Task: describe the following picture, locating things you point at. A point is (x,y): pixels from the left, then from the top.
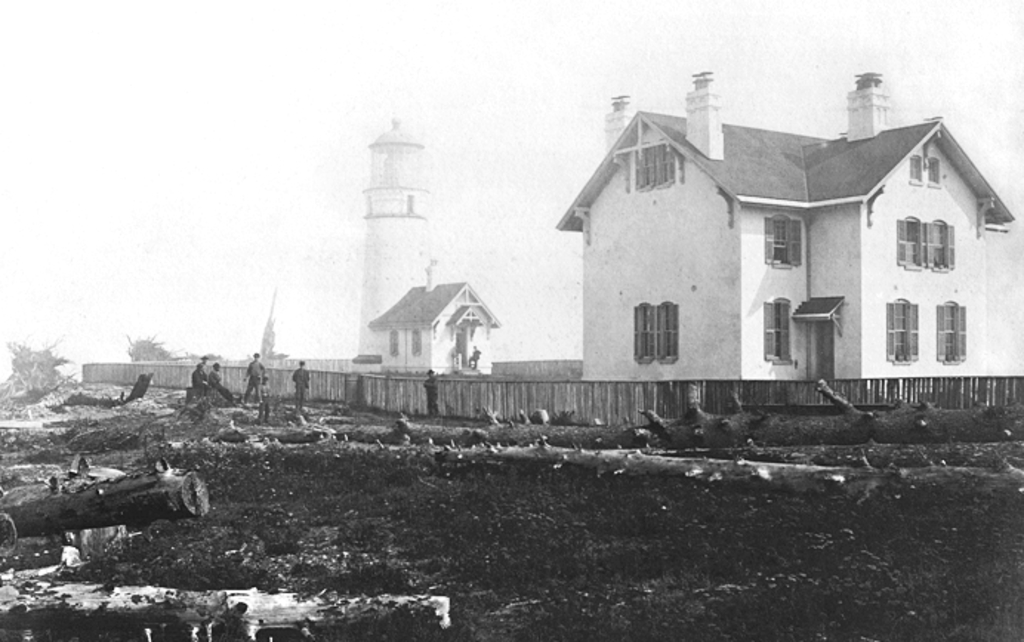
In this image there are wooden logs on the surface (523,516). On the backside of the image (651,276) there are buildings (574,205). In front of the building (442,347) there is a wooden fence (552,395). There are a few people (300,370) standing on the ground (332,402). In the background (445,199) there is a lighthouse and sky (188,167).
